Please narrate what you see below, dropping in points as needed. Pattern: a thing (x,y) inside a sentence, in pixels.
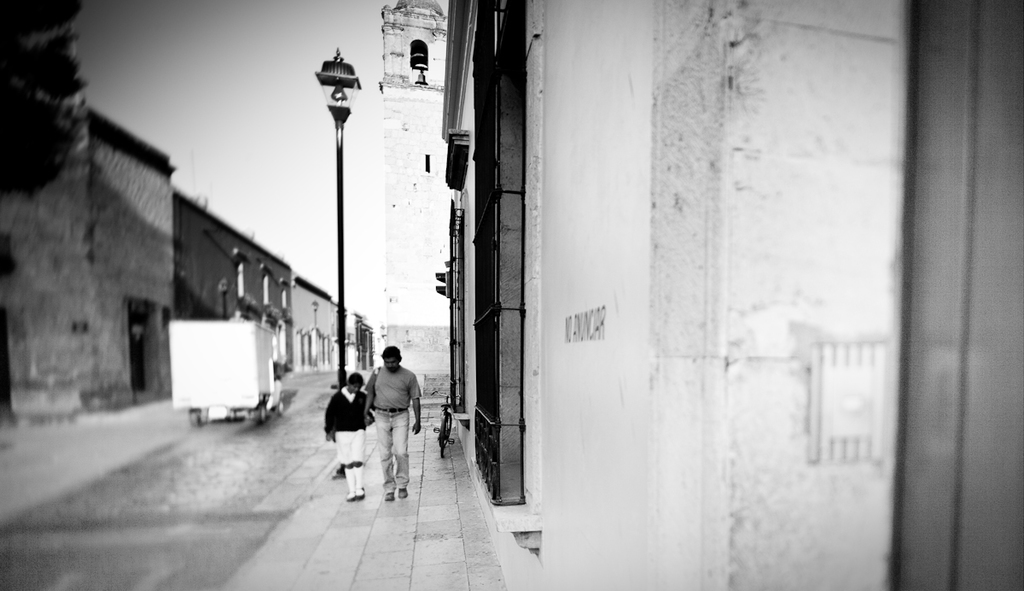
This looks like a black and white image. I can see two people (393,395) walking. This looks like a truck (255,408), which is on the road (156,484). These are the buildings (444,302). This looks like a light pole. It looks like a bicycle (448,406), which is parked. On the left corner of the image (59,174), I think this is a tree (44,89).
